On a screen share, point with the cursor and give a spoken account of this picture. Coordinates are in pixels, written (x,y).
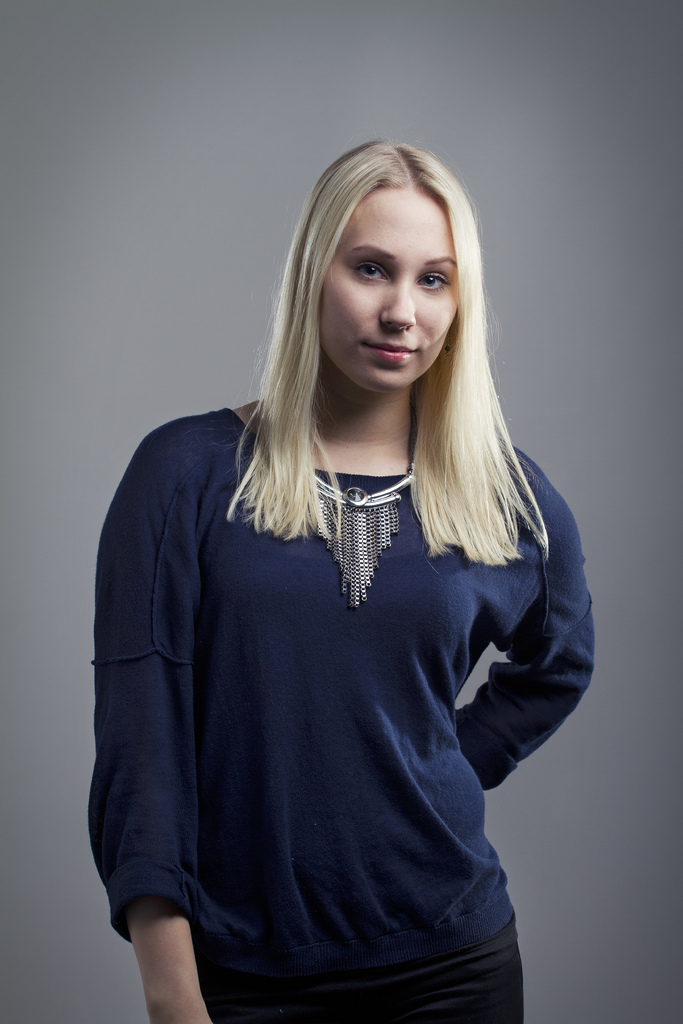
In this picture there is a woman (519,684) who is wearing t-shirt (230,920) and necklace (401,489). She is smiling and standing near to the wall (632,652).
